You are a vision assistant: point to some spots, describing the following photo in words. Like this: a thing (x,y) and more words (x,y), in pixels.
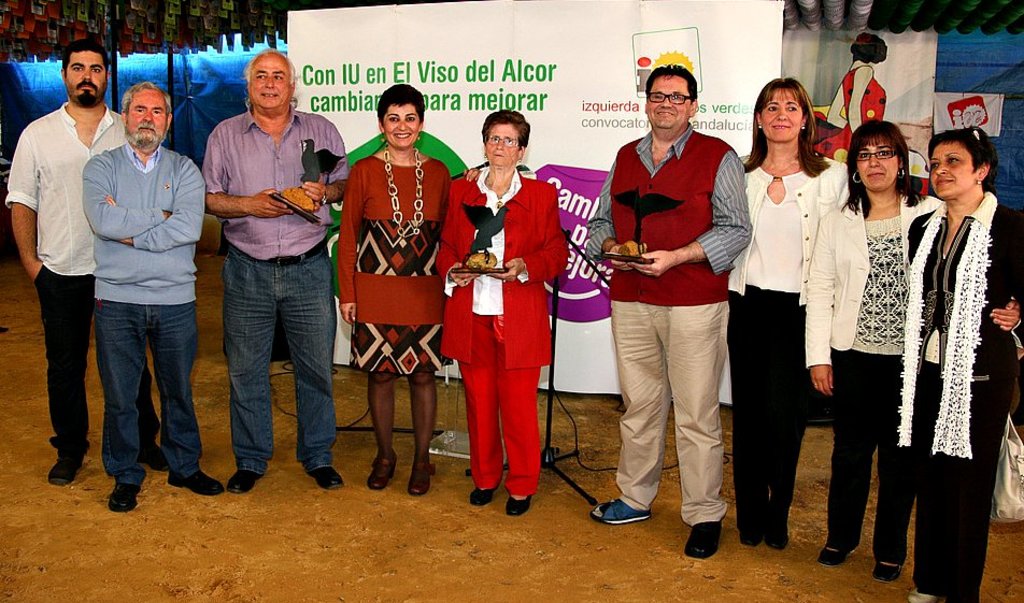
In this image I can see there are few persons (971,243) standing on the floor (256,509) and back side of them I can see a hoarding board (707,53) and some text (321,79) written on that board (586,175). And I can see blue color fence (980,72) visible on the right side (986,85).
